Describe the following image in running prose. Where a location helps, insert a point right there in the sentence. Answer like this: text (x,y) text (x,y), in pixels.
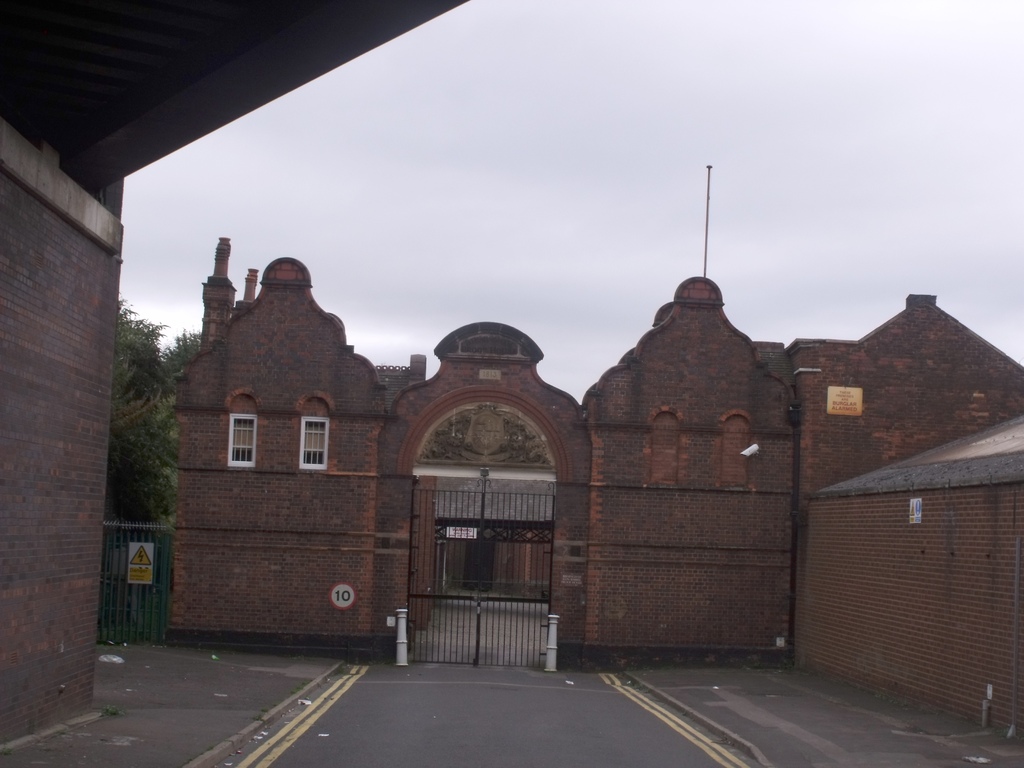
In the image we can see a building (520,345). Behind the building (1002,668) there is a tree (153,374). At the top of the image (305,228) there is roof (29,36) and clouds (330,139) and sky (315,157).
